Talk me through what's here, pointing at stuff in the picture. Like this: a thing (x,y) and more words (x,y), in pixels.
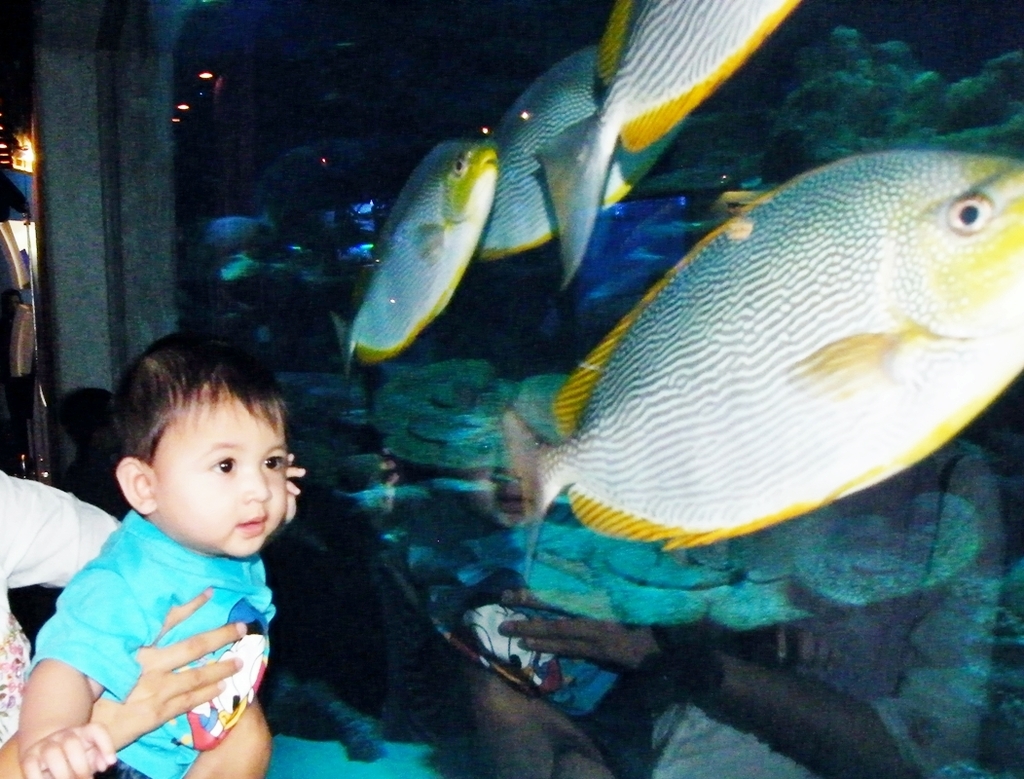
In this image I can see a baby (208,587) wearing blue colored dress (181,594) and a person (67,562) wearing white colored dress (61,533). In front of them I can see a fish tank (497,263) and in the fish tank (472,305) I can see few fishes (737,347) which are yellow, white and grey in color.
